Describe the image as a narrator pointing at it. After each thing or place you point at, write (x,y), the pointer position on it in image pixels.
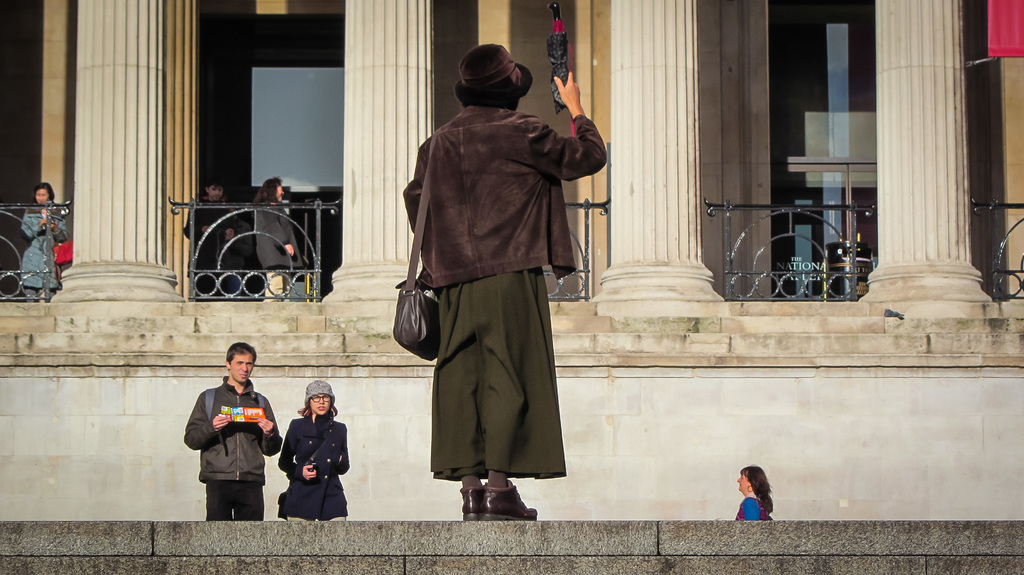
In the center of the image (467,372), we can see a person (475,170) wearing a bag (428,168), coat (460,131) and a hat (494,81) and holding an umbrella (559,74) and standing on the wall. In the background (248,394), there are some other people (223,394) and are wearing coats (275,429) and one of them is holding an object (228,407) and we can see railings (744,233), pillars (633,137) and there is a wall (733,98).
